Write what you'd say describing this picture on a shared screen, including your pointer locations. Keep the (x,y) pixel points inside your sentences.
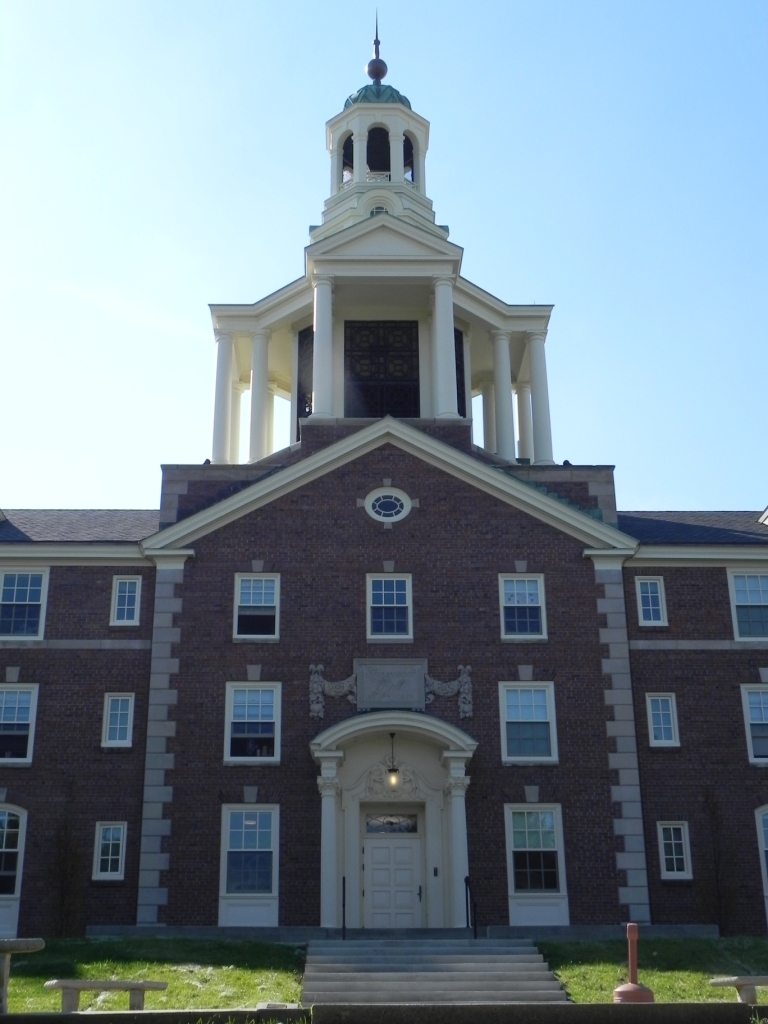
In this image there is a building (400,576) and there is a light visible in the building (402,754), at the top (277,137) there is the sky (634,391), at the bottom (622,986) there are steps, bench (52,983), small pole (634,949) visible.
